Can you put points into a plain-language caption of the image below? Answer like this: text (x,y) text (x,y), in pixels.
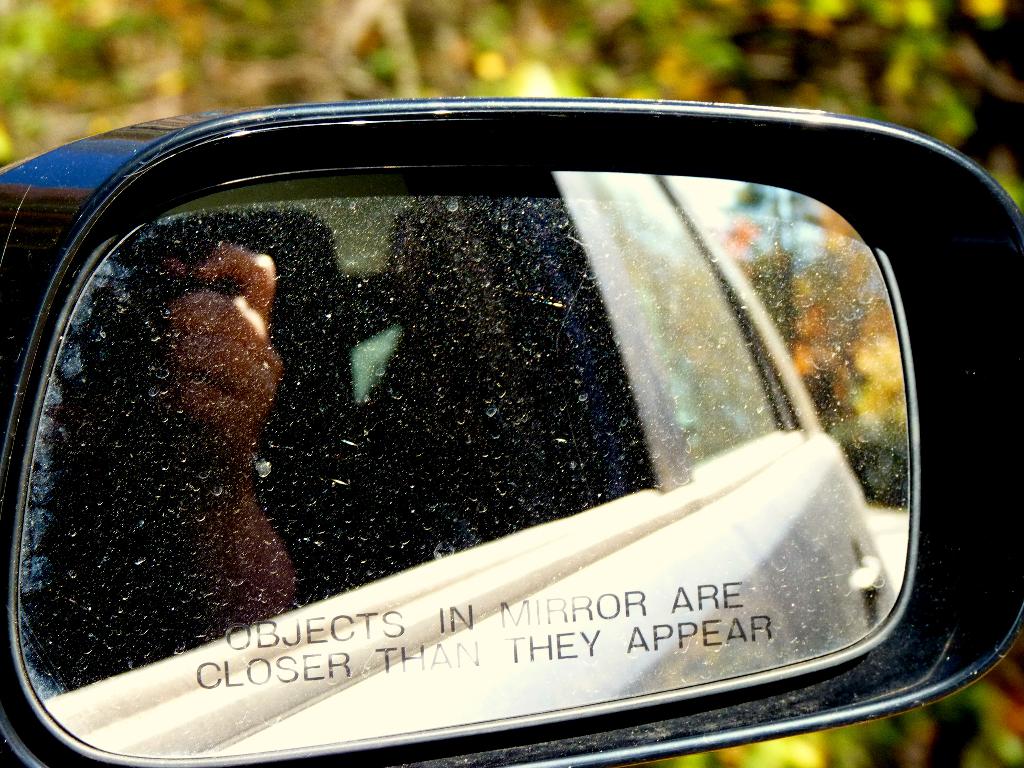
In this image I can see a mirror (497,423) of a vehicle (551,454). At the bottom (480,648) there is some text (503,638). In the mirror (469,497), I can see the reflection (448,414) of a car (534,434) and a person's hand (250,411). In the background (443,52) few leaves (663,43) are visible.
